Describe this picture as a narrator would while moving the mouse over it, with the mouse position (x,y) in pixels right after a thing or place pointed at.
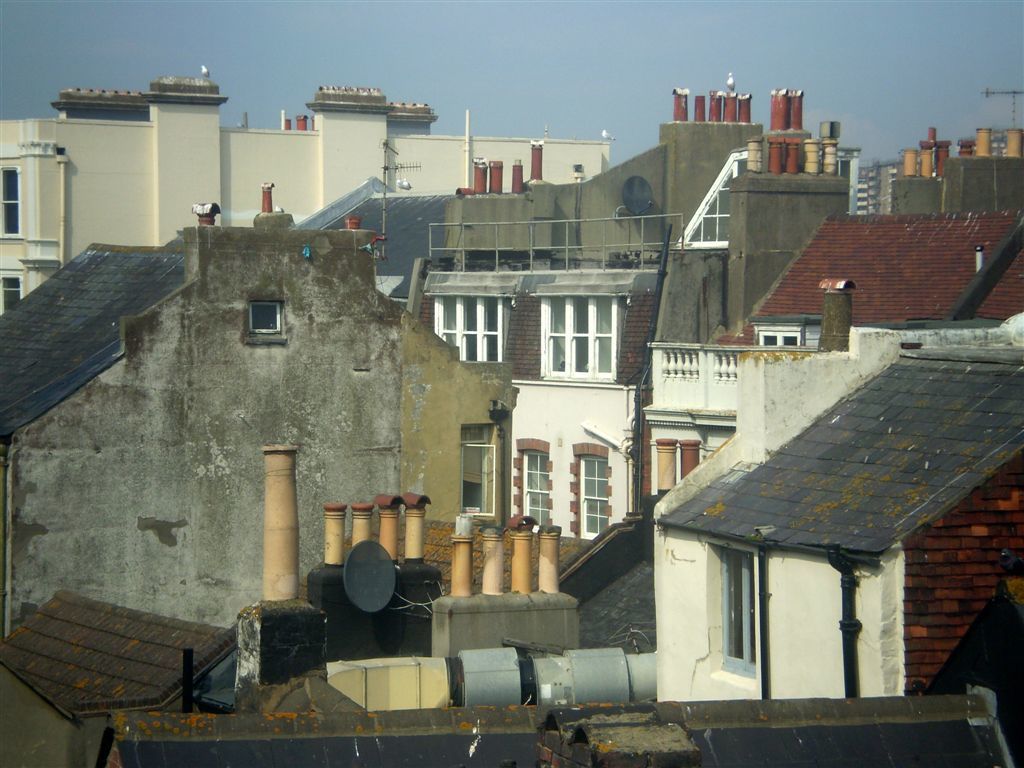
In this image there are a few buildings (458,317) and the sky (428,73).
